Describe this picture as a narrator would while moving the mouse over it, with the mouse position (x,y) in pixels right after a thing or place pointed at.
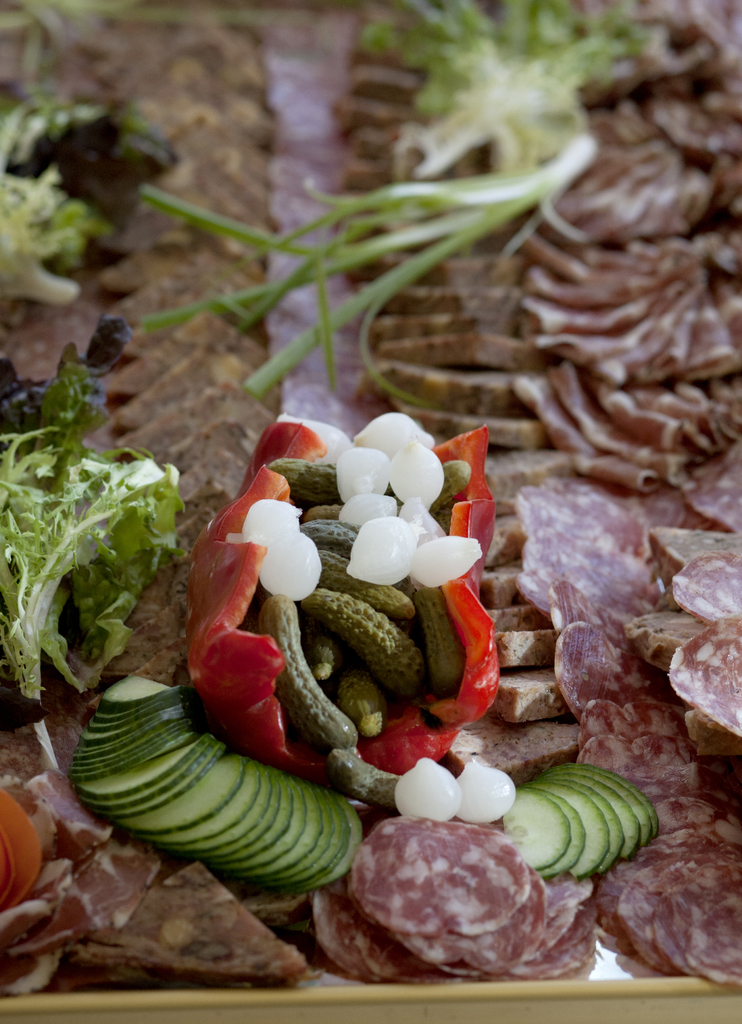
This image consists of slices of meat (733,913). And we can see the onions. These all are kept in a tray (609,966).
